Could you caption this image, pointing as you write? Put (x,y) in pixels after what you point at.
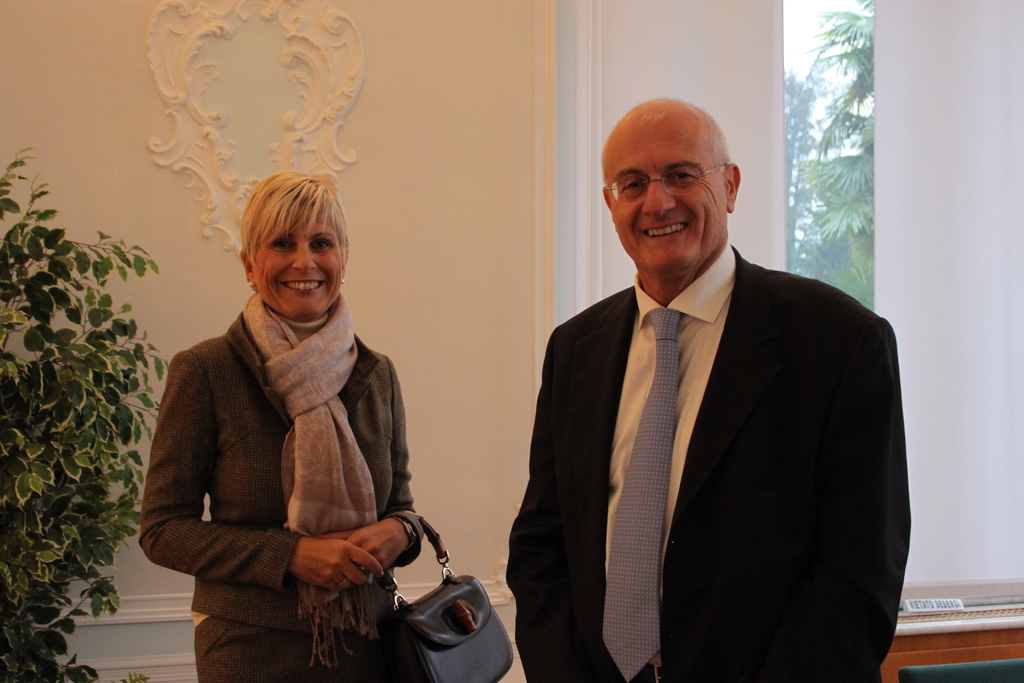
In this image we can see two persons (691,313) standing. One person (755,321) is wearing spectacles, coat (729,437) and tie (647,447). To the left side of the image (81,535) we can see a plant (81,461). In the background (952,305), we can see a window (821,74), curtain (907,220), trees (833,82) and the sky (801,30).
